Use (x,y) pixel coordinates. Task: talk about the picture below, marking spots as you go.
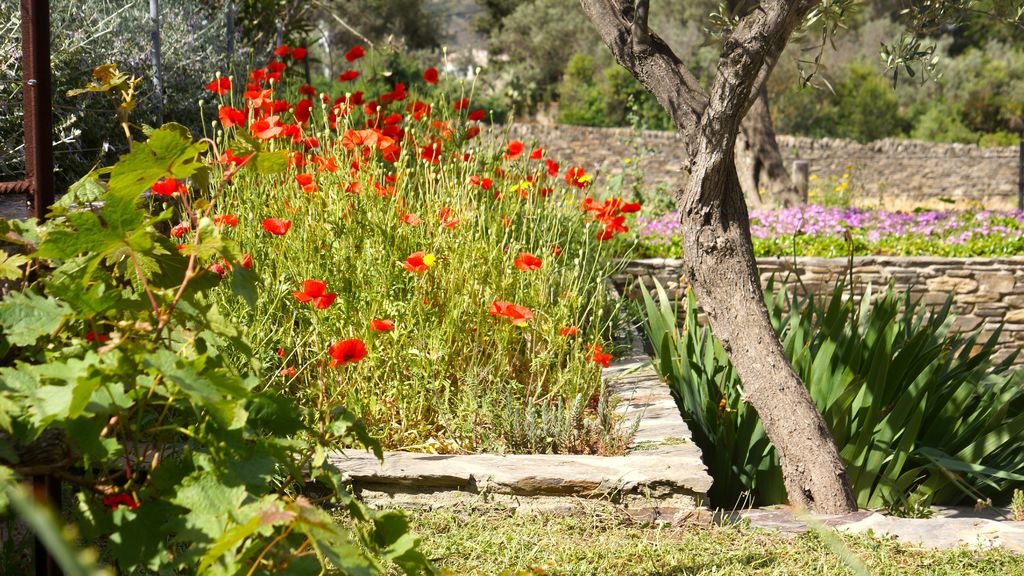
There are flower plants (447,229) in the foreground area (381,214) and greenery (355,277), it seems like a wall (527,144) in the background area (595,140).
